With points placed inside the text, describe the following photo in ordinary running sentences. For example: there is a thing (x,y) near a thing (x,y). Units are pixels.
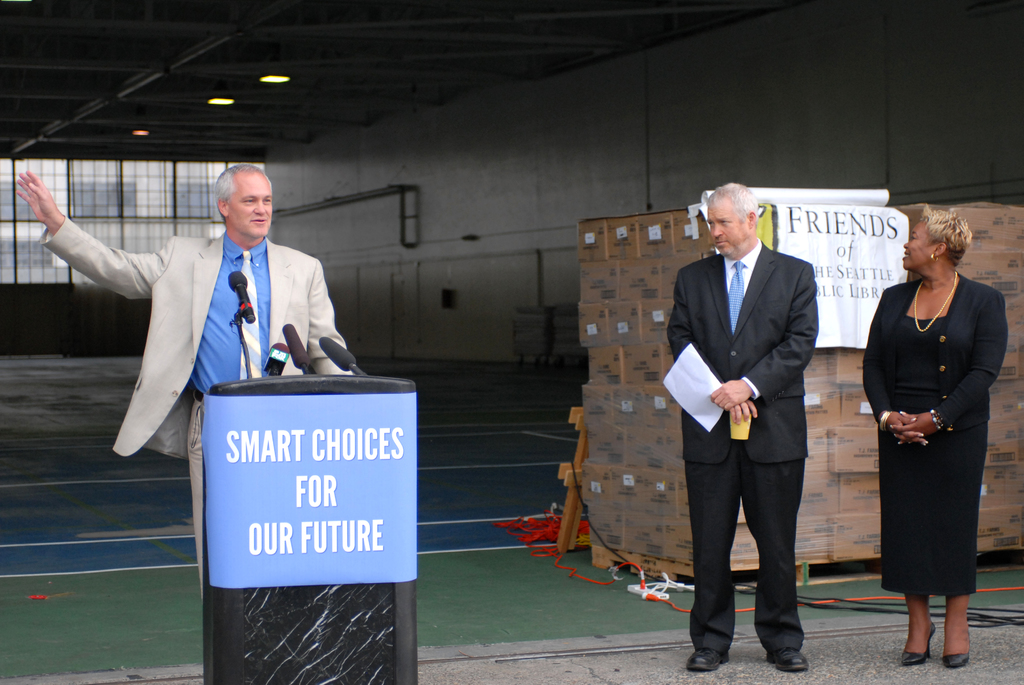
In this image I can see two men (773,295) and a woman (923,361) are standing. This man (774,415) is holding a paper (707,393) and an object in the hands (723,395). This man (293,270) is standing in front of a podium (285,539) and wearing a tie (251,292), a shirt (229,311) and a coat (181,326). On the podium (359,488), I can see microphones (271,363), something written on it. Here I can see boxes (848,414) and a banner (768,235). In the background (113,234), I can see lights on the ceiling (271,52), framed glass wall (160,216), a wall (537,252) on which something attached to it.
